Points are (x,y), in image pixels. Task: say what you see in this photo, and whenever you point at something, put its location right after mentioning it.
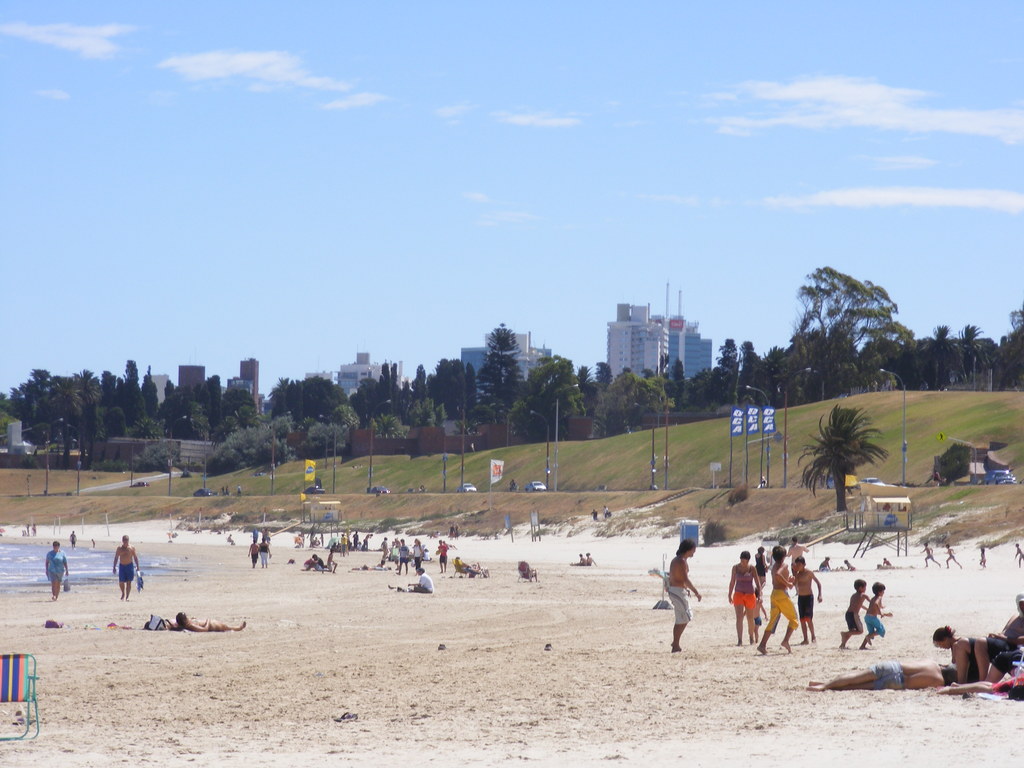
In the foreground of the image (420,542) there are people (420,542) on the seashore (363,644). In the background of the image (54,388) there are trees (279,408). There are buildings (650,345). At the top of the image (390,139) there is sky (719,243). There is grass (901,420).
